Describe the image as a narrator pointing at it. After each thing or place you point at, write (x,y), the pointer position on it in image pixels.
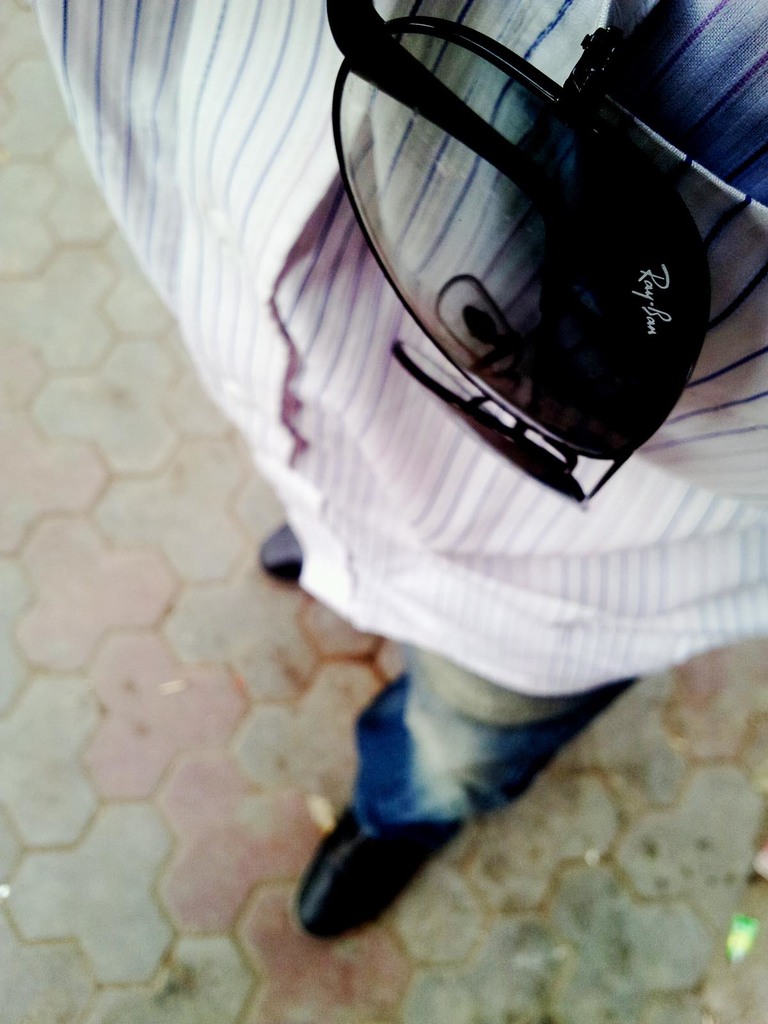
This picture shows a man (747,469) and we see sunglasses (556,203) in the pocket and he wore a black shoes (405,854) and a blue jeans (393,787) and a white shirt (597,533) with Blue lines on it.
